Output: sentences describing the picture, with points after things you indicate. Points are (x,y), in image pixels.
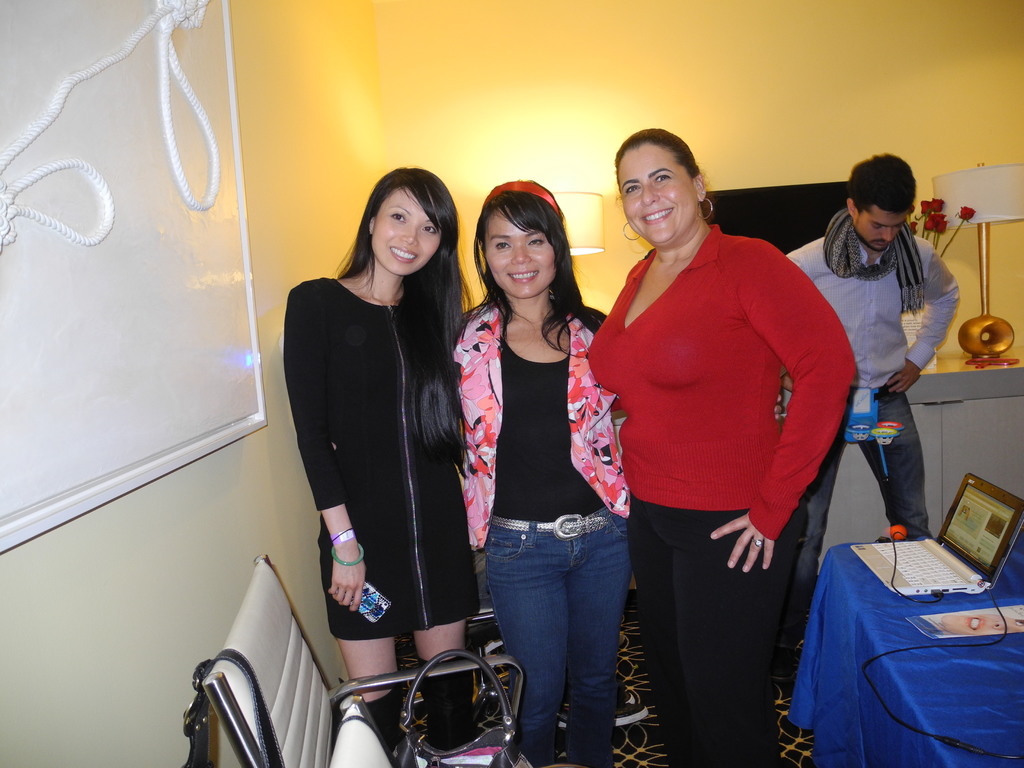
In the picture I can see three women (786,501) standing on the floor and there is a smile on their faces (515,244). There is a woman (436,501) on the left side (326,472) is holding a mobile phone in her right hand (343,564). I can see a table (813,660) on the floor (405,697) on the bottom right side (988,728) and there is a laptop (968,539) on the table (957,678). I can see a man (911,280) on the right side (912,298). In the background (798,226), I can see the television (818,211) on the wall (608,181) and table lamps (977,204) on the wooden drawer (962,384). There is a white board (42,344) on the wall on the left side (160,74) and I can see the rope (88,78). I can see a chair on the floor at the bottom of the image (502,750) and there is a bag (522,754) on the chair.
